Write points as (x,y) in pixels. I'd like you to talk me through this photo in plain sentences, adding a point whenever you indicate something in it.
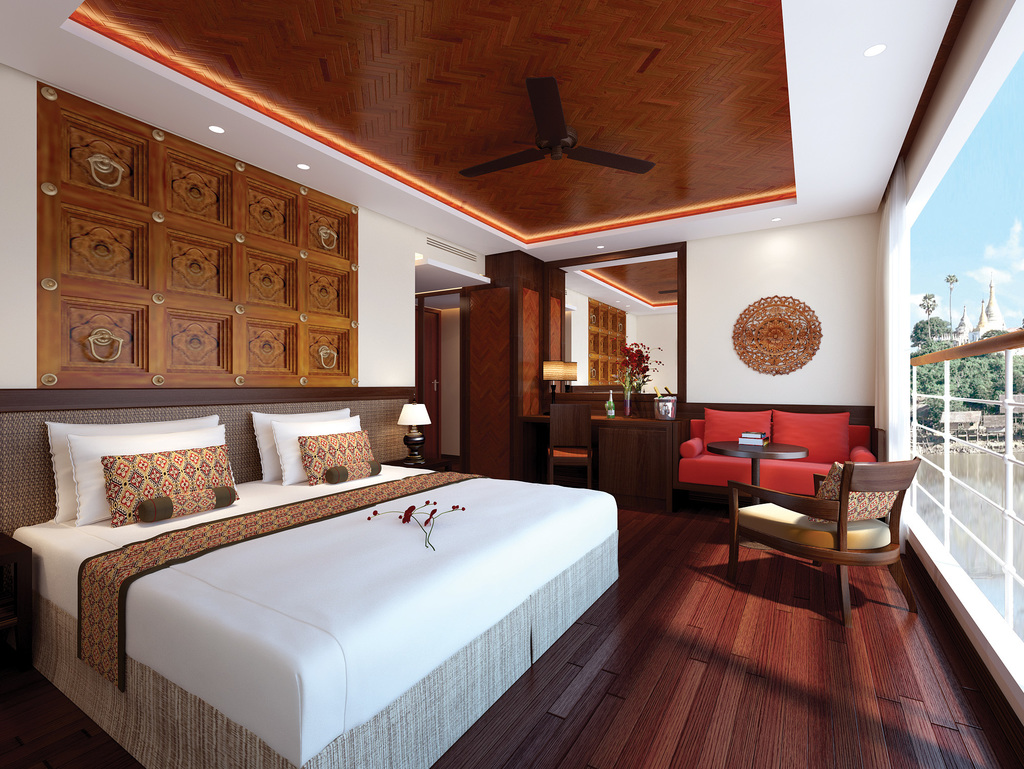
This is inside of the room (421,447) we can see bed (387,529), pillows (294,439), lamp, wall (378,236), fan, lights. chairs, Glass window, from this glass window (953,474) we can see trees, sky (994,232) with clouds (1016,232).
